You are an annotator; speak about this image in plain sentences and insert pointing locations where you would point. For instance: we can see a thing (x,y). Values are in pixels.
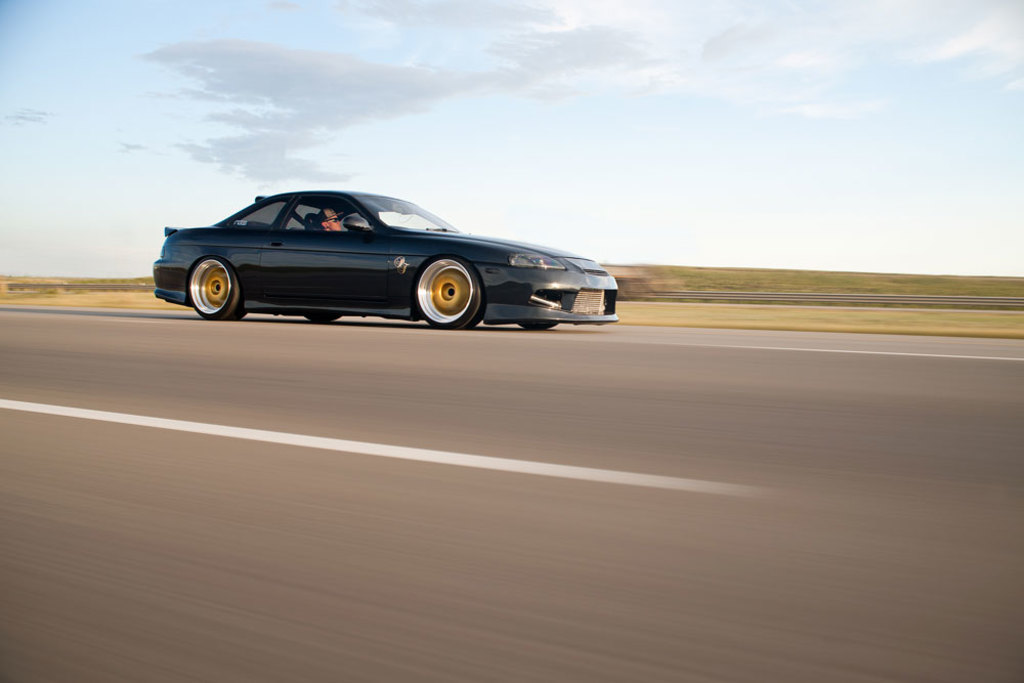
In the foreground of the picture (287,462) it is road (271,458). In the center of the picture (478,279) there is a black car (330,250). The background (13,261) is blurred and there is sky (657,114) also.
